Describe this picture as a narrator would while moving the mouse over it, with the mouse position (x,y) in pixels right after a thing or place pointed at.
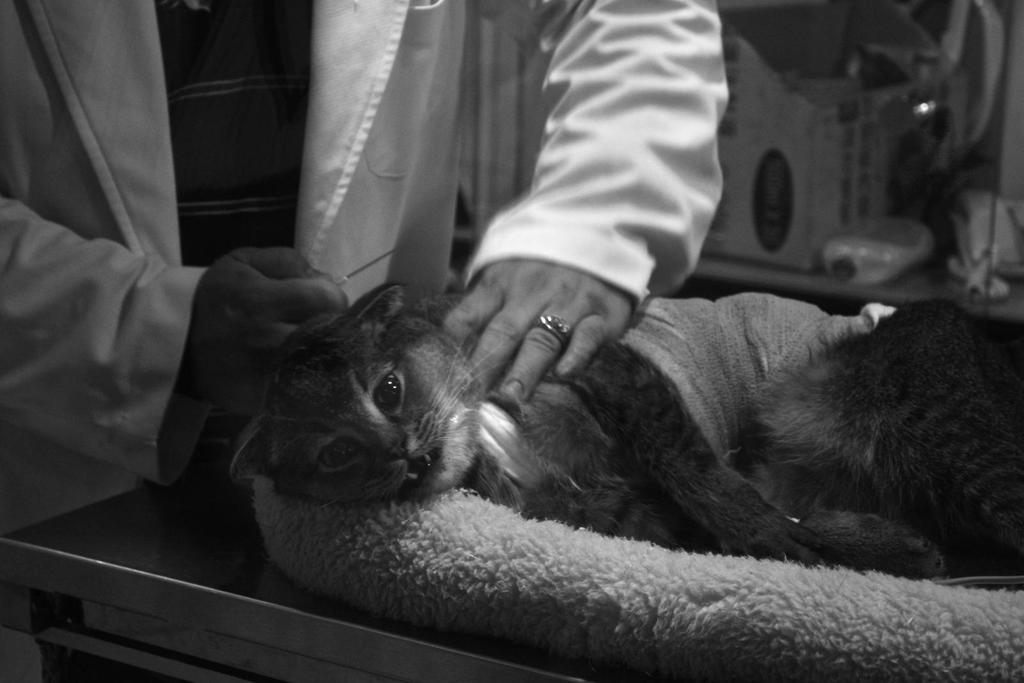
In this image we can see a cat (676,535) lying on the table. In the background (292,313) we can see a person (409,284) holding an injection (343,276) in his hands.
